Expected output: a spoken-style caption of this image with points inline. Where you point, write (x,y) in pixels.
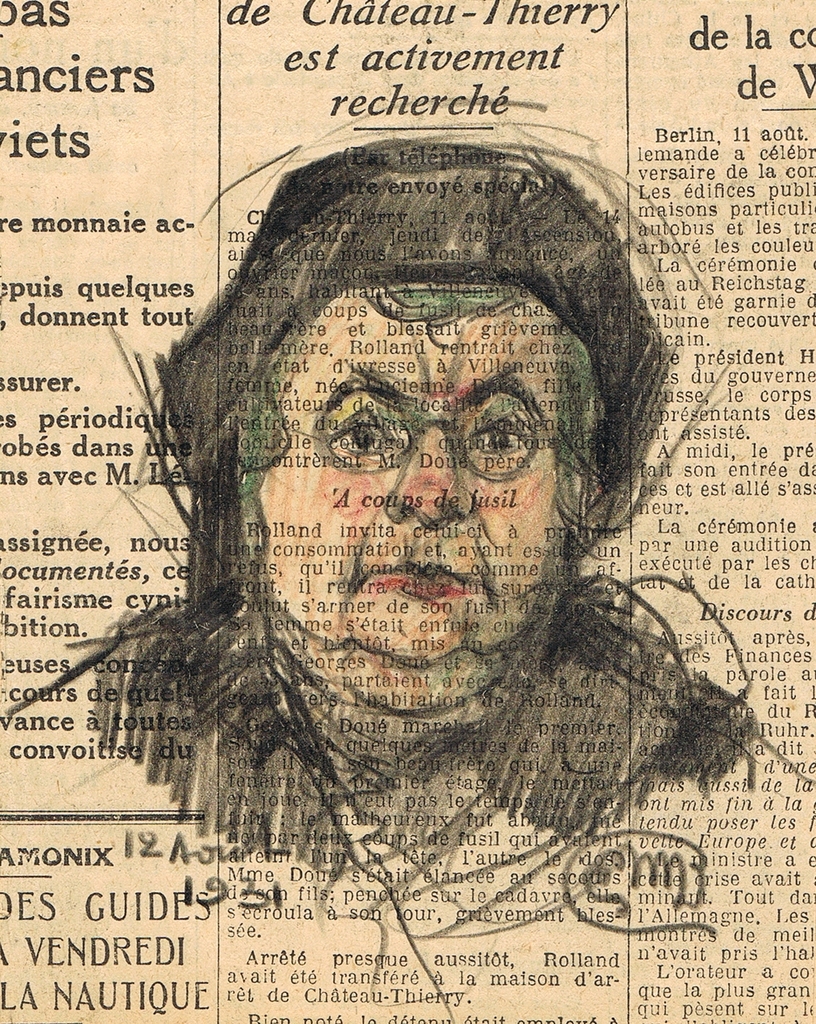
There is a sketch (267,610) of a person (259,409) on the news paper (65,258), on which there are black color texts (188,910).
